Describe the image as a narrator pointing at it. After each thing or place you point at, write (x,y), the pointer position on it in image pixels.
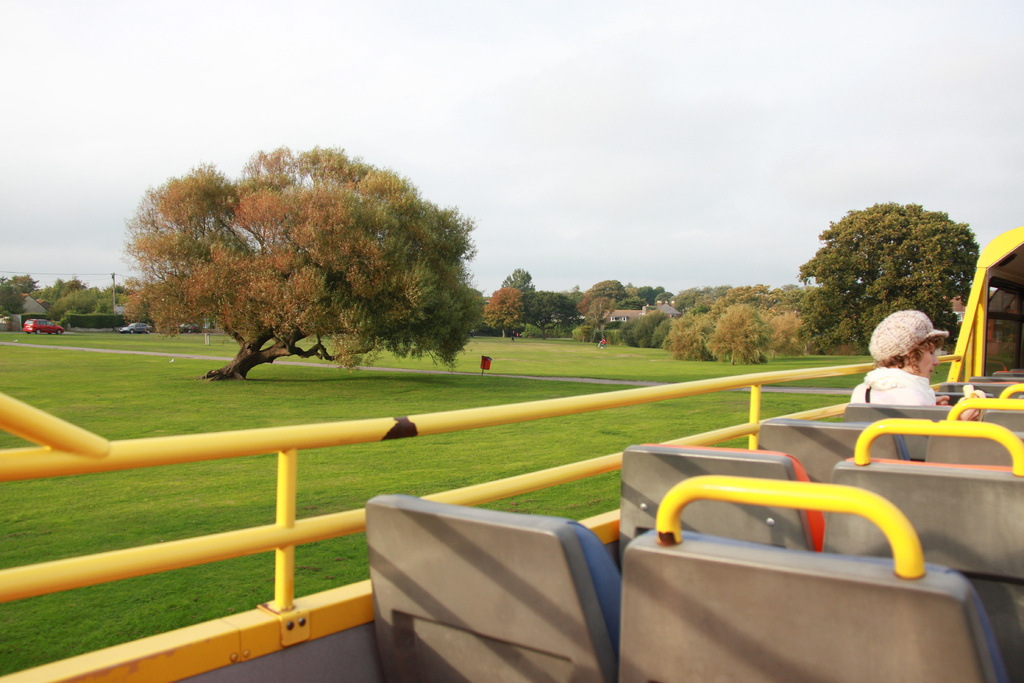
In the foreground of the picture (718,454) there is a vehicle (781,457), in the vehicle (875,416) there is a woman (897,394) sitting in the seats (882,444). In the center of the picture (535,319) there are trees (246,314), cars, grass (495,367), dustbin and buildings (633,317). Sky (760,145) is cloudy.
